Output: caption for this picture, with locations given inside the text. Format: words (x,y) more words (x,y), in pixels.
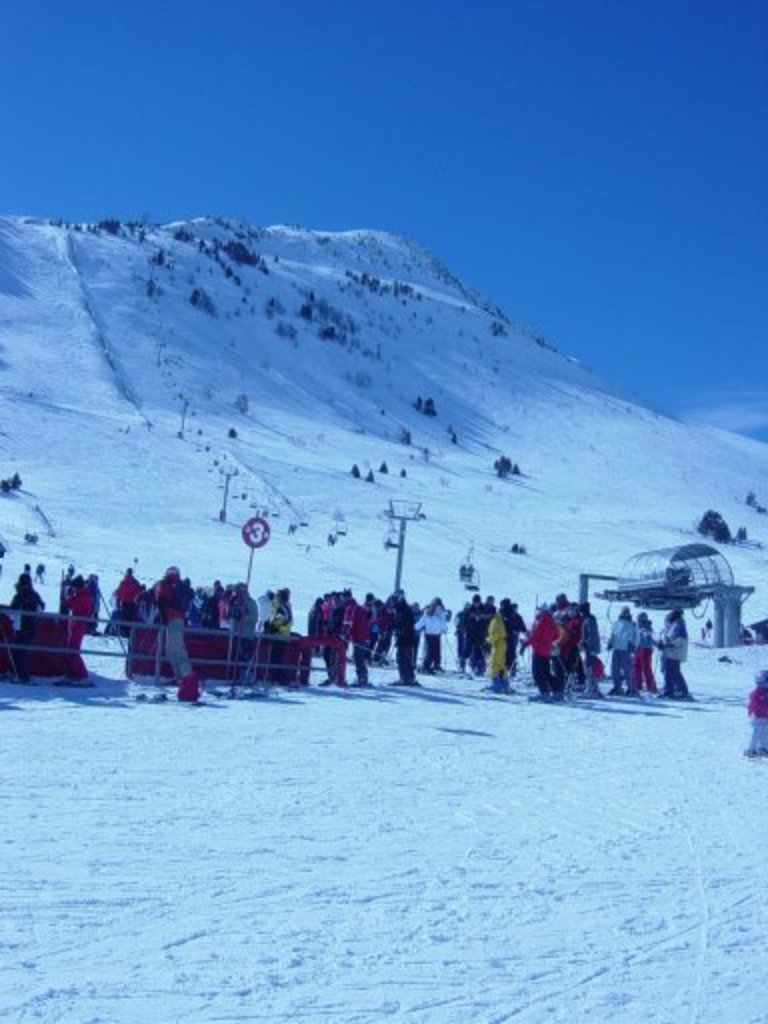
In this image I can see ground (455,370) full of snow (477,682) and on it I can see number of people (373,622) are standing. In the centre (332,637) I can see few poles (251,548), a sign board (251,543) and railing (45,613). In the background (620,82) I can see the sky (363,161).
